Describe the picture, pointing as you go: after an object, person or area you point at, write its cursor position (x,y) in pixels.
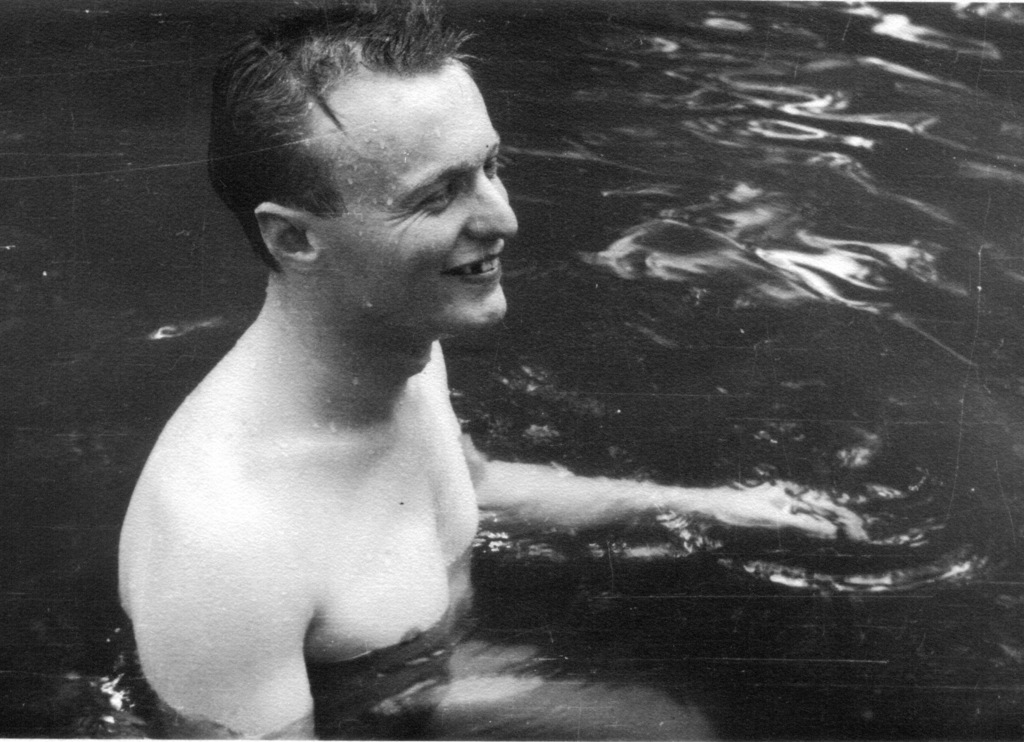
In the image there is a man (376,350) in the water (460,364). And he is smiling.
